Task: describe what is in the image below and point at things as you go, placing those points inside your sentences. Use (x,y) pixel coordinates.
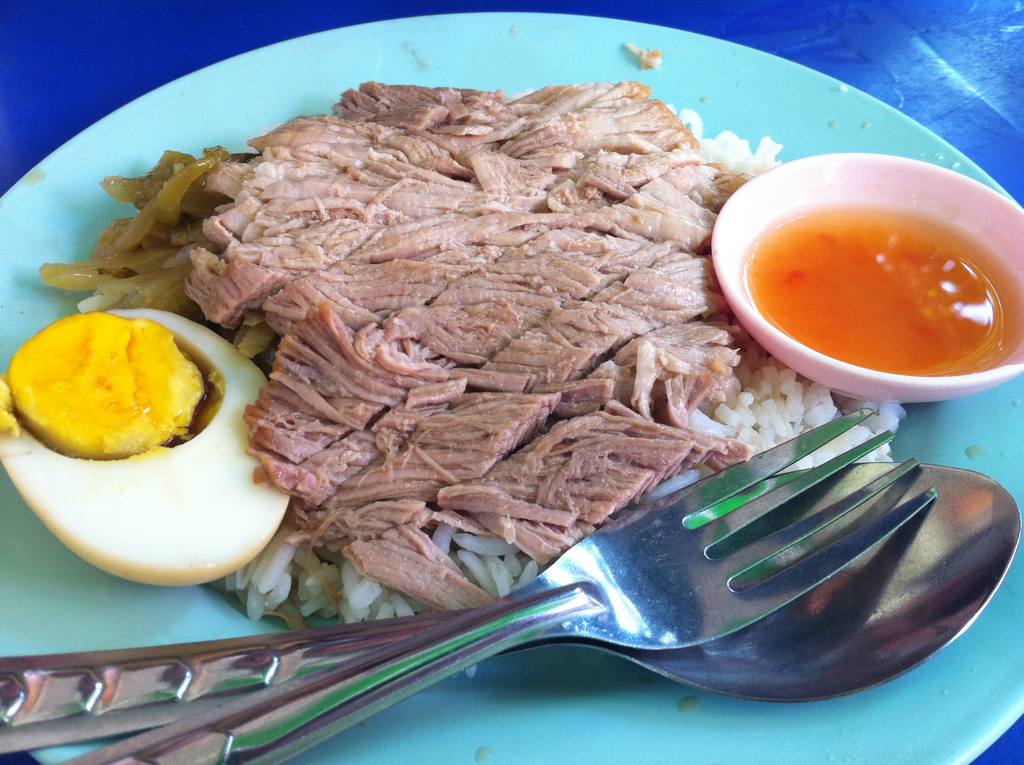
In this image there are some food items (336,400) and a fork (621,541) and a spoon (807,619) on a plate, the plate (931,441) is on top of a table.
